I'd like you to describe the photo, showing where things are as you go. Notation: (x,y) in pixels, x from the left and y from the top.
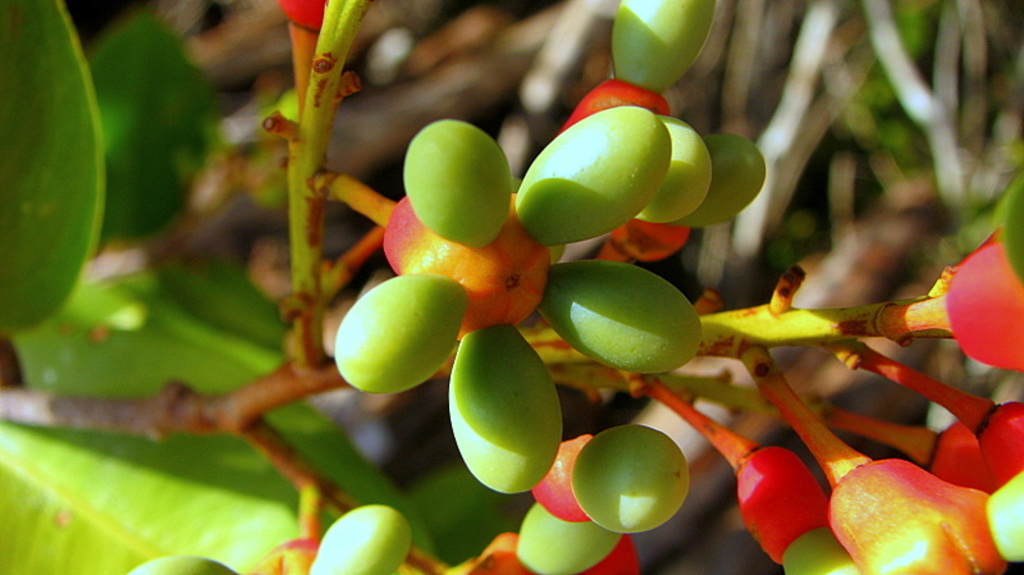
In this picture I can see there are few fruits (366,316) attached to the stem (301,393) of a plant (79,409) and there are few leaves (271,306) and the backdrop (751,17) is blurred.
